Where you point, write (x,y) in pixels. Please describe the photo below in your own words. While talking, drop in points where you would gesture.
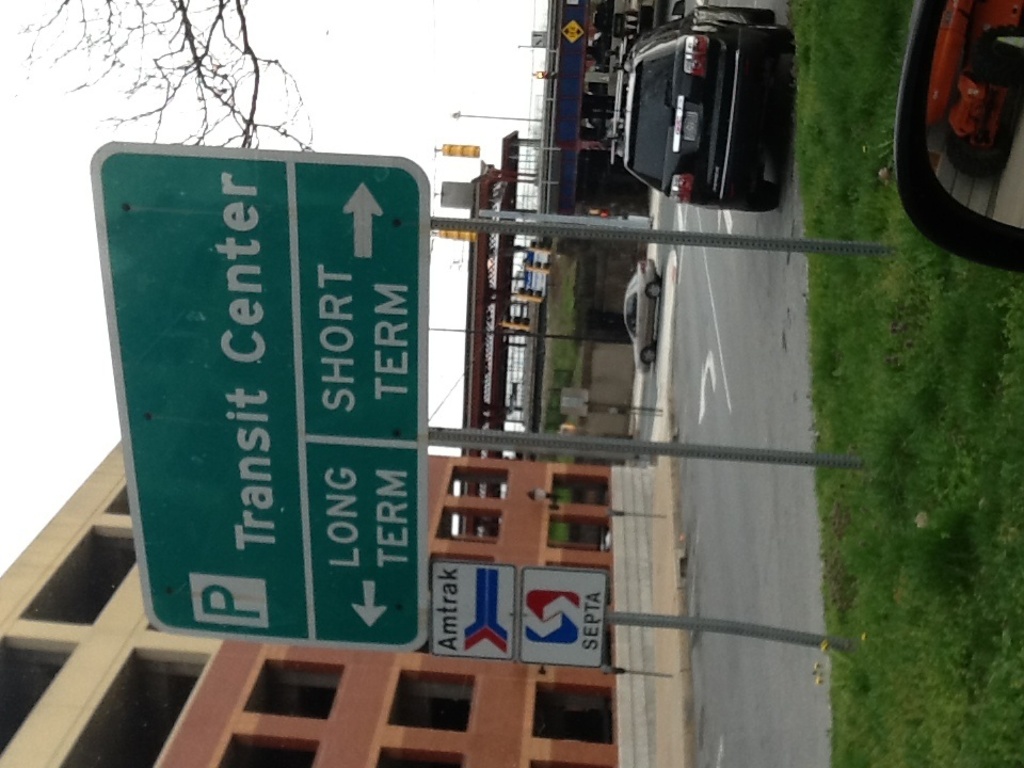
In the picture I can see a green color sign board (216,567) on which we can see some text (376,351) is placed on the grass (894,496) and we can see few vehicles (670,41) are moving on the road (712,437). We can see buildings (74,562), bridge (507,295), dry tree (295,117) and the sky (193,142) in the background (530,22).
